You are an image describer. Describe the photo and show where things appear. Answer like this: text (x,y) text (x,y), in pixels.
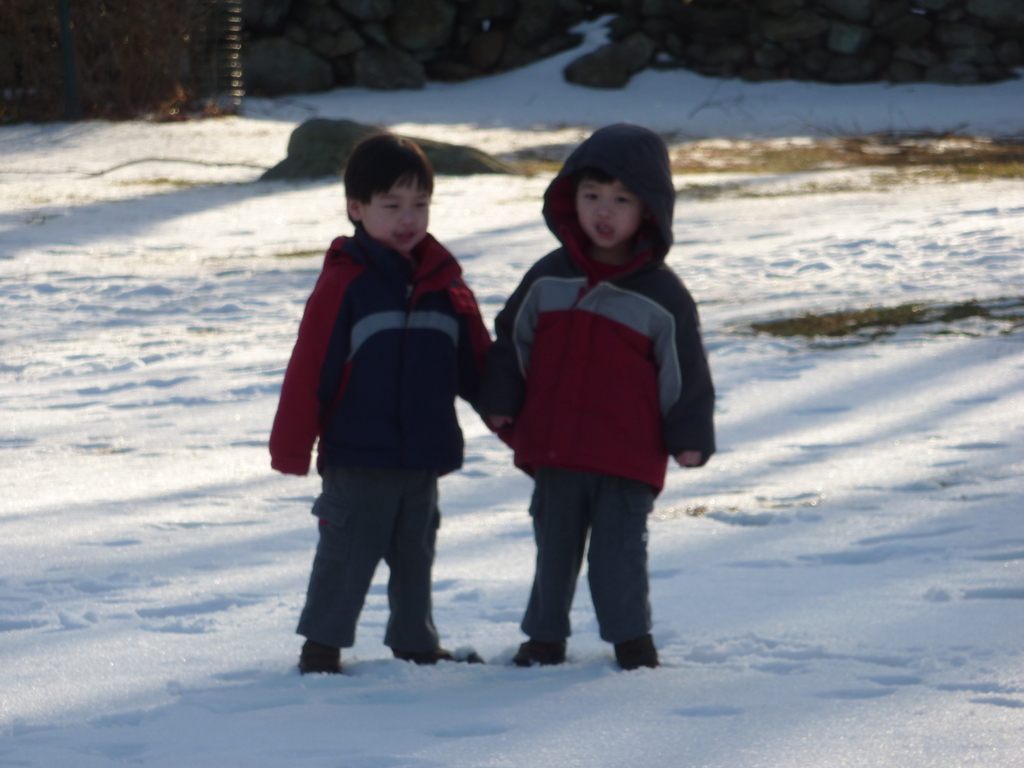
In the center of the image (638,357) we can see two children (611,338) standing on the snow (592,631). In the background (943,69), we can see some rocks (324,144).
